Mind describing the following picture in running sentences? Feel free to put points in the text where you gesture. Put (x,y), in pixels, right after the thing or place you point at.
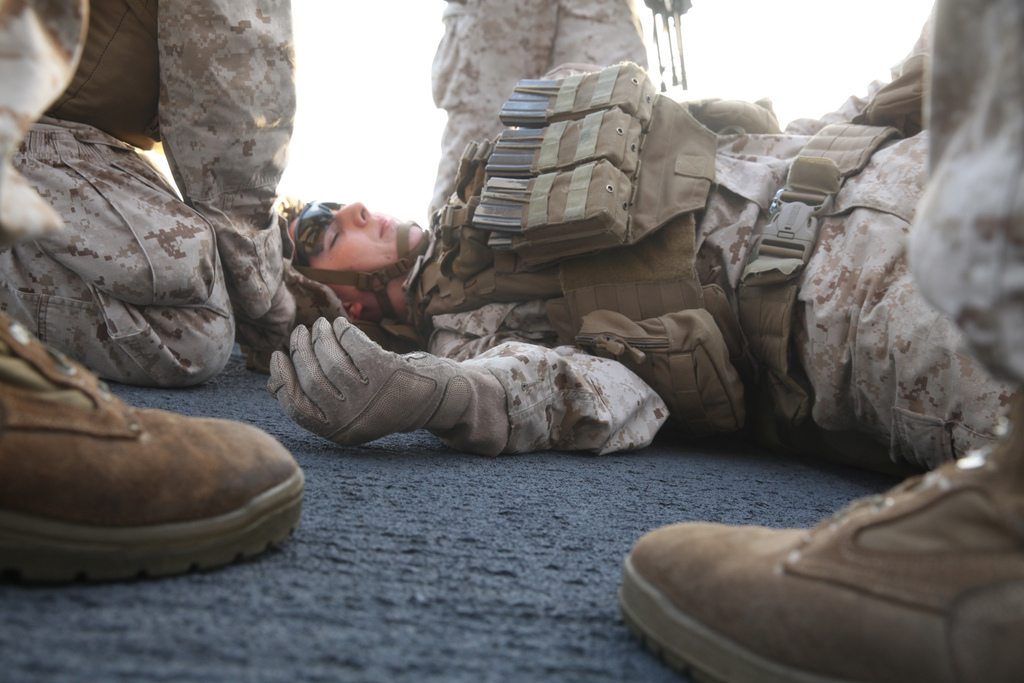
In this picture there is a man (701,299) who is lying on the floor (553,497). He is wearing helmet (370,286), goggles (320,248), shirt (504,309), gloves (332,368) and trouser (927,378). Beside him I can see some peoples (234,150) were standing. In the background (881,57) I can see the sky (389,119).
